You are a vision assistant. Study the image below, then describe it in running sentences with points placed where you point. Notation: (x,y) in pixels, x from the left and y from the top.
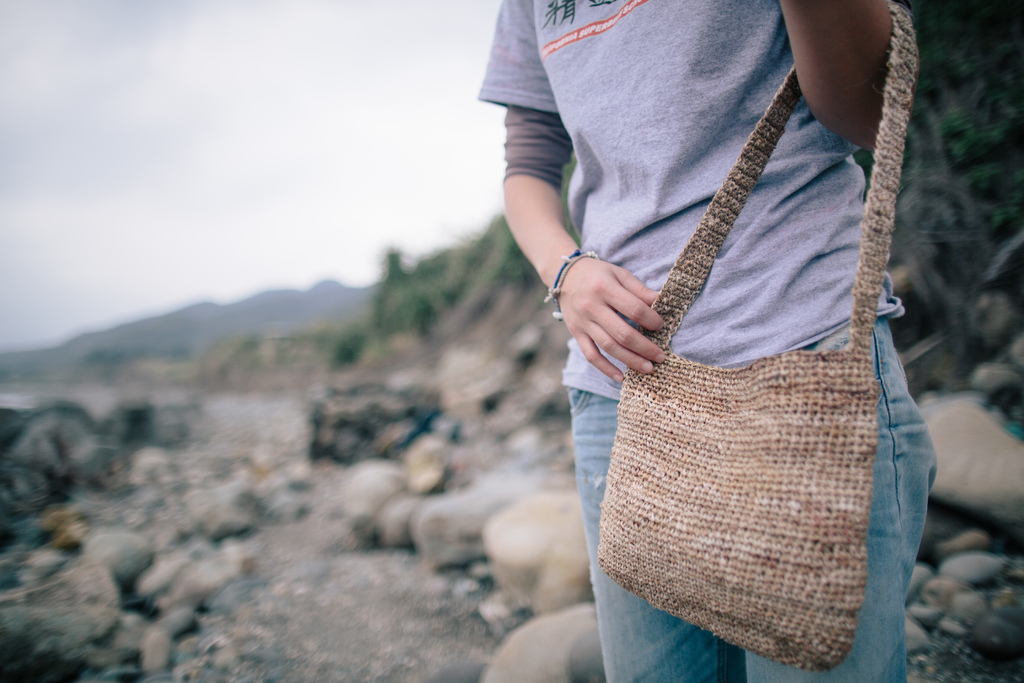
As we can see in the image in the front (767,559) there is a woman (702,353) holding a bag (652,514). There are rocks (380,435), hills (380,308) and sky (326,181).
